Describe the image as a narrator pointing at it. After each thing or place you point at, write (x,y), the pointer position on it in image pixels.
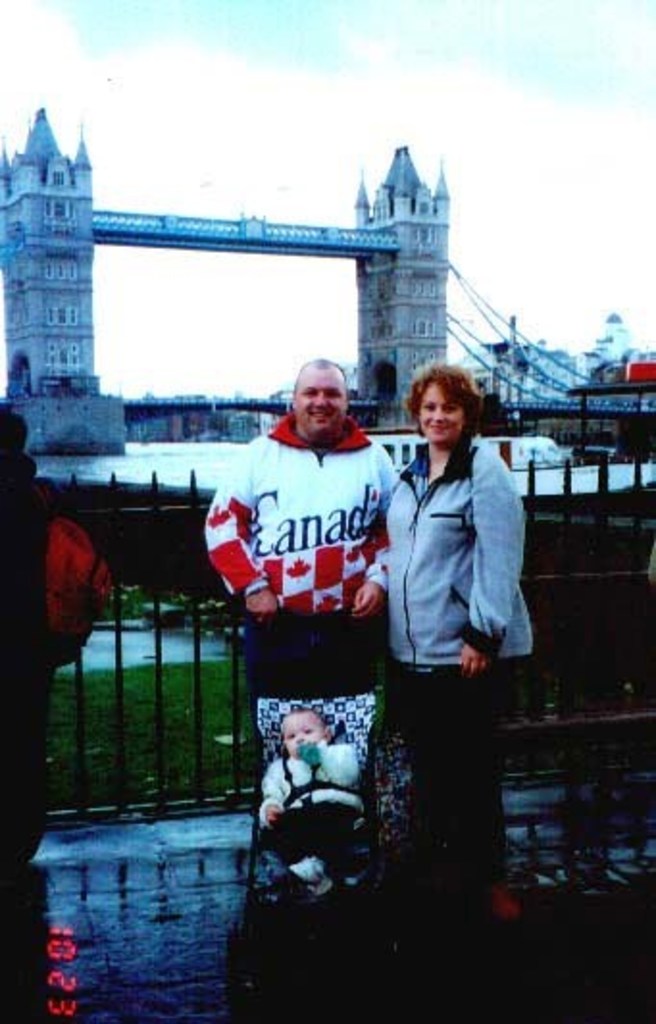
This picture is clicked outside the city. In the center (308,444) there are two persons (440,510) smiling and standing on the ground (262,959) and there is a kid (314,739) seems to be sitting on the chair (343,909). In the background (193,511) we can see the guard rail (119,510) and a person (25,610) standing on the ground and we can see a water body (185,459), bridge (103,220), towers (430,353), buildings (560,353) and the sky (314,125).
